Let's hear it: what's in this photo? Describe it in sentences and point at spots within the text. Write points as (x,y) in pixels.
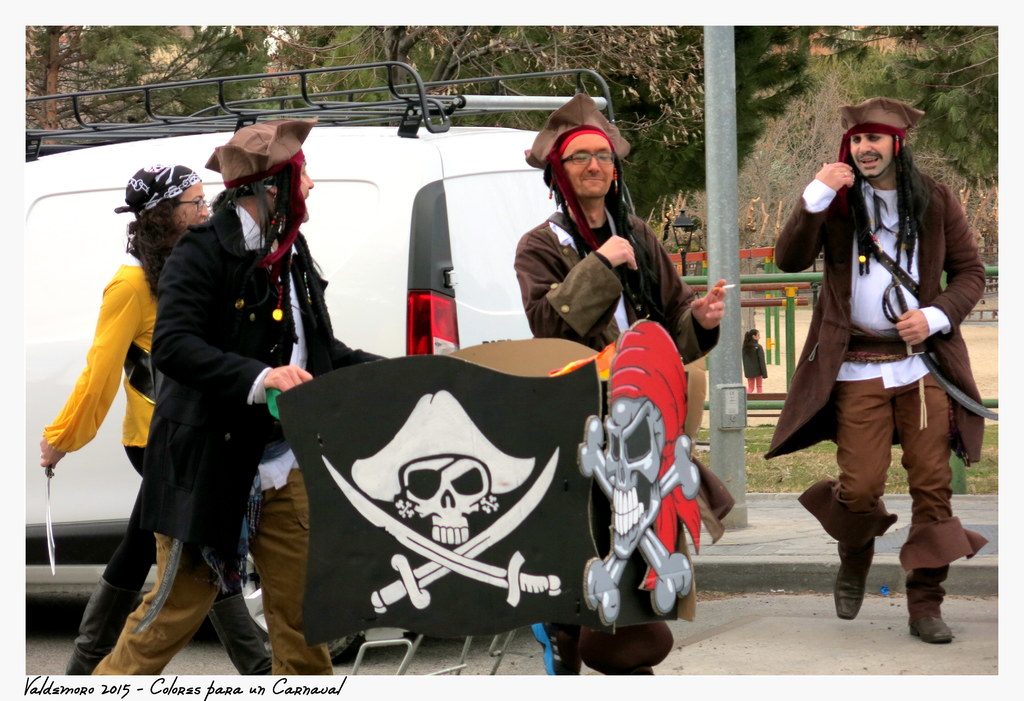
In this image I can see few people (284,313) wearing different costumes (238,303). One person (158,313) is holding a trolley (423,416). I can see skull (431,492) on the board (460,479). Back I can see a vehicle (472,156), trees (651,49), light-pole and pole (713,234).
